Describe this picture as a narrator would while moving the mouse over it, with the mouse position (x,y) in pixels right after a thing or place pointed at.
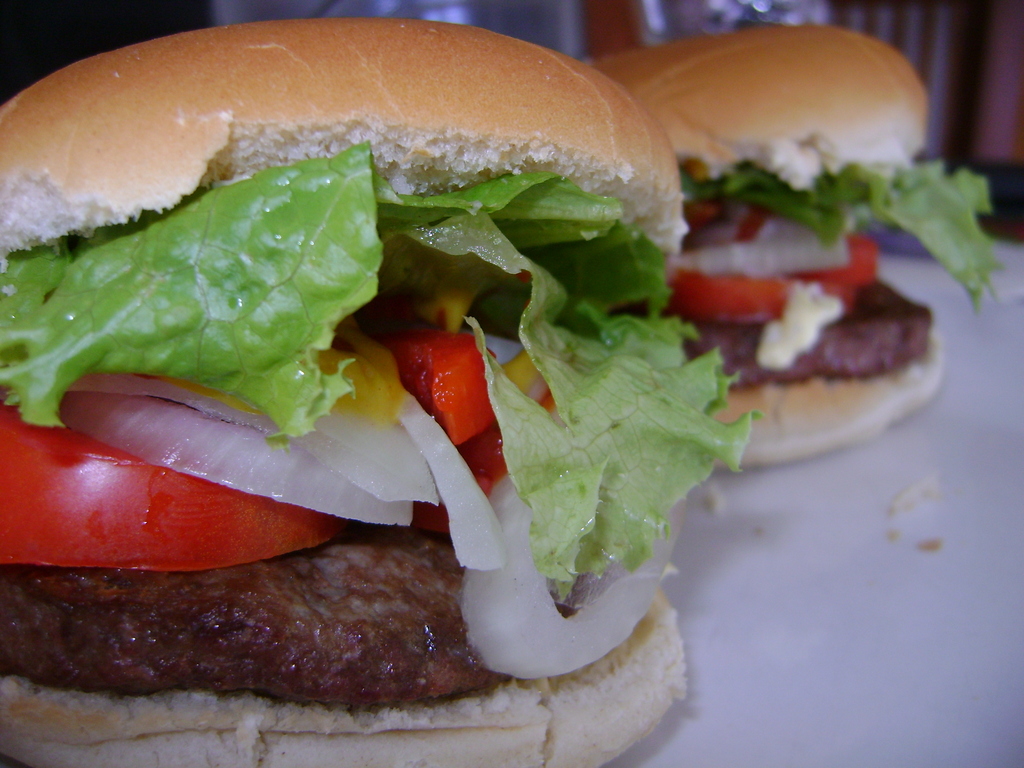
On this white surface (812,521) we can see two burgers (386,365) with veggies (705,369). Background (1016,2) it is blur.
